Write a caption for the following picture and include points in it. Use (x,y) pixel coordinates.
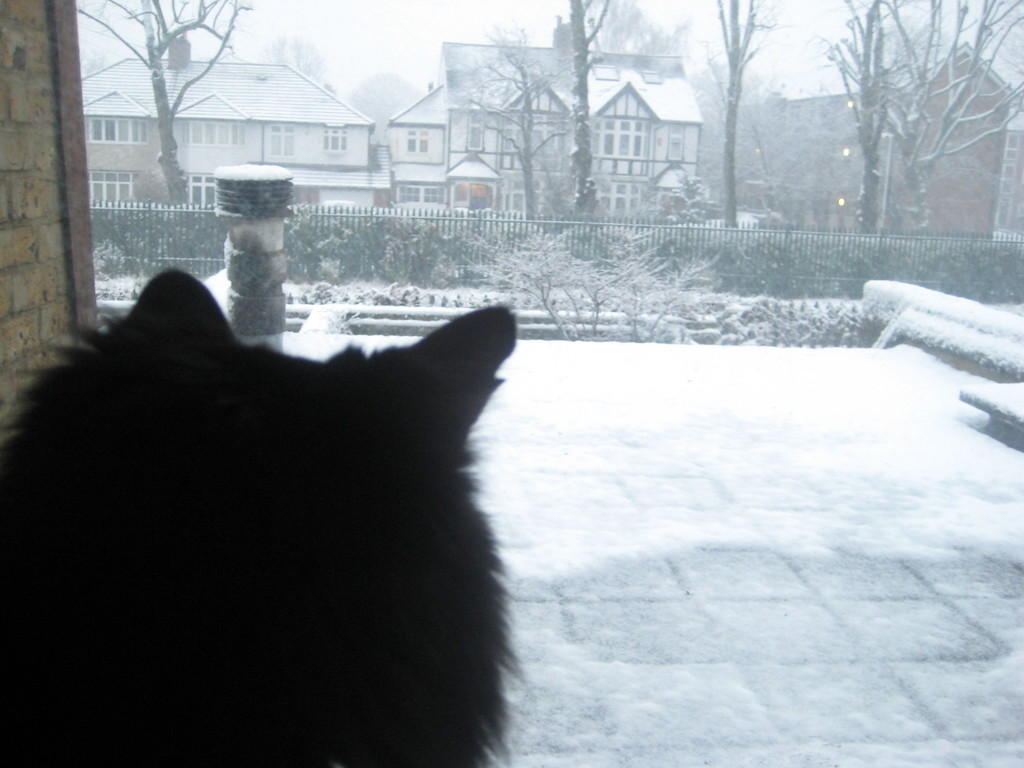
In this image we can see an animal (196,550). In the back (288,158) there are trees (871,163), buildings (453,163) with windows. Also there is railing (654,229). And there is snow (697,344) everywhere.
